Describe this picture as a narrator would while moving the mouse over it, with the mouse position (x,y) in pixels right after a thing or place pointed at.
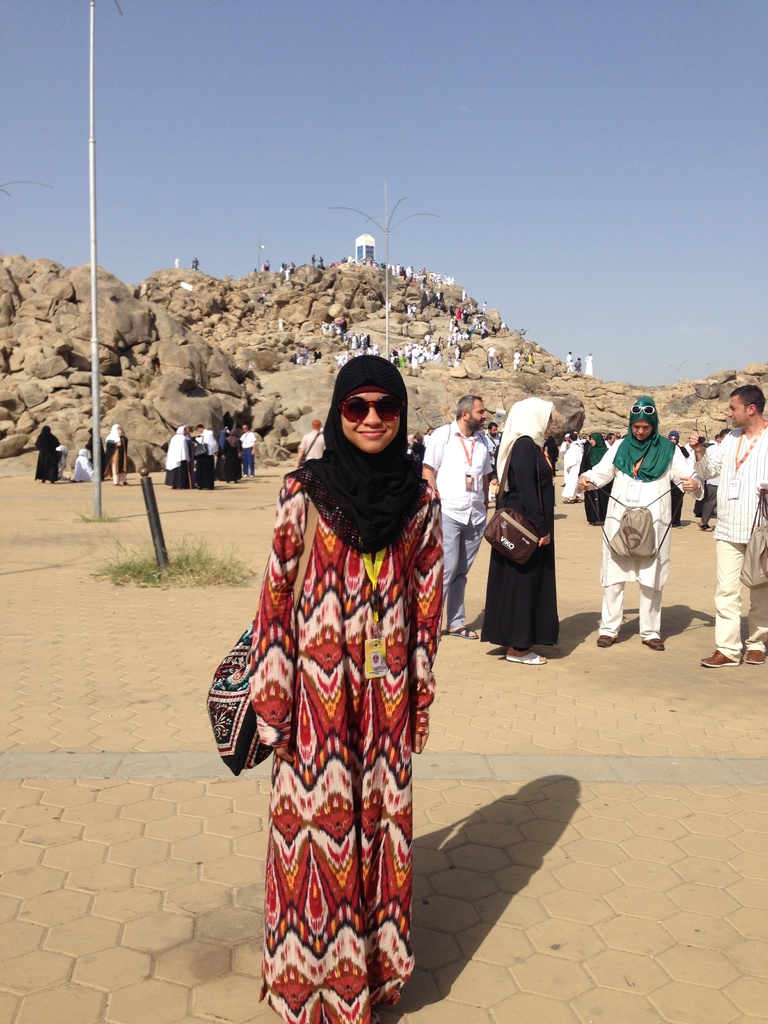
In the foreground of the picture (327,469) I can see a girl (297,487) standing on the floor (530,729) and there is a smile on her face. She is carrying a bag (301,577) and there is a scarf (393,478) on her head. In the background (750,456), I can see a group of people (644,414). I can see a pole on the top left side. I can see the rocks (309,332) in the picture.
